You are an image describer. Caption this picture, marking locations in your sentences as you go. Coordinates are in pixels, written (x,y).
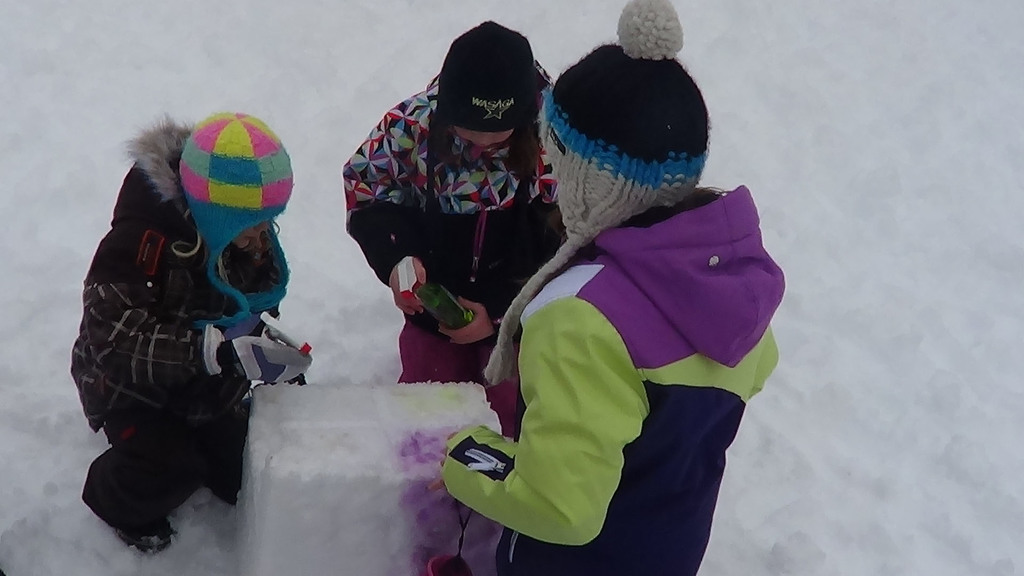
In this image, there are three people (591,268) sitting on knees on a snow land (112,38), in the middle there is a snow cube (259,534).
